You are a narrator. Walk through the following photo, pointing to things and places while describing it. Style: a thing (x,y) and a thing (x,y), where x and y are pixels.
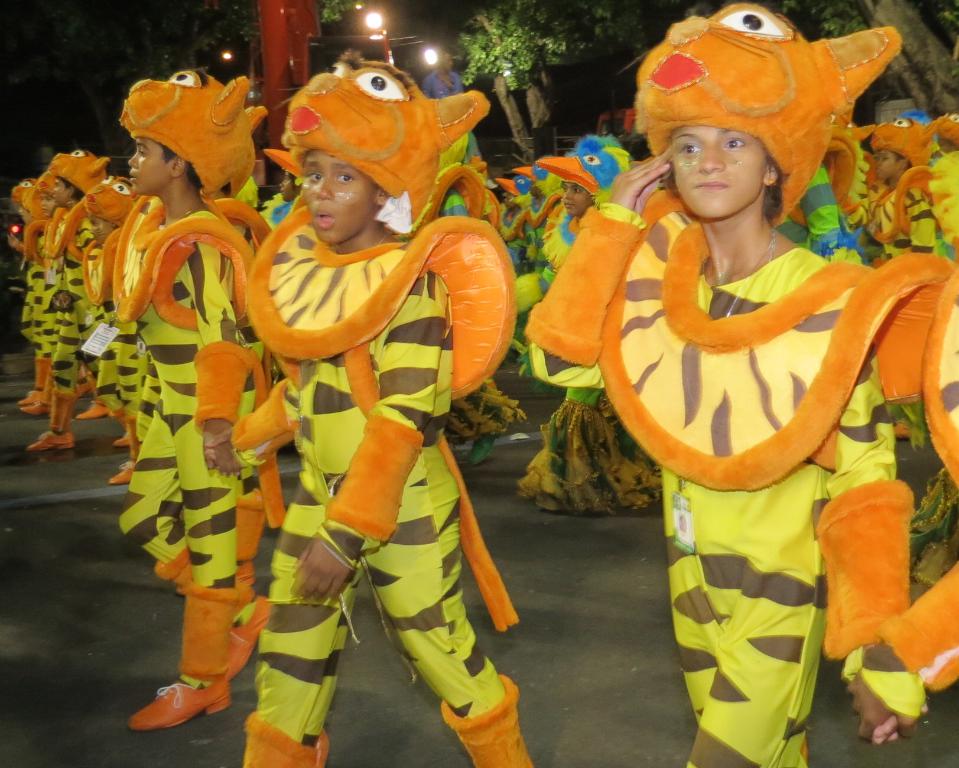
In this image there are people (483,381) with same dress (419,489) are walking on the road (85,706). In the background (428,58) there are lights (374,25) and also trees (566,29). There is also a red color pole (292,47).
